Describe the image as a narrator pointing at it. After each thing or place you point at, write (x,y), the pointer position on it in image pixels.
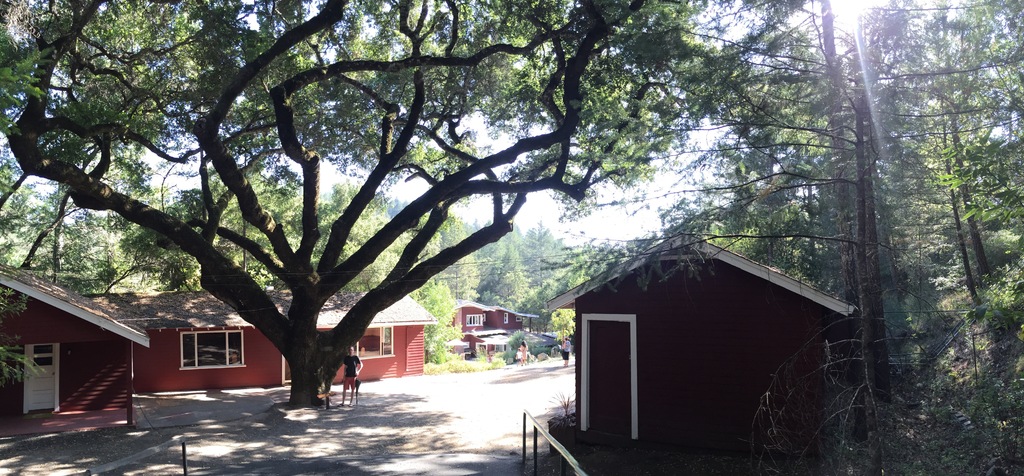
In this image we can see the houses (598,335), trees (391,267), electrical poles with wires (435,280). We can also see the persons (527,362) on the road (423,382). Image also consists of the barrier rods (180,442), plants (561,415), grass (459,370) and also the sky (615,223).
